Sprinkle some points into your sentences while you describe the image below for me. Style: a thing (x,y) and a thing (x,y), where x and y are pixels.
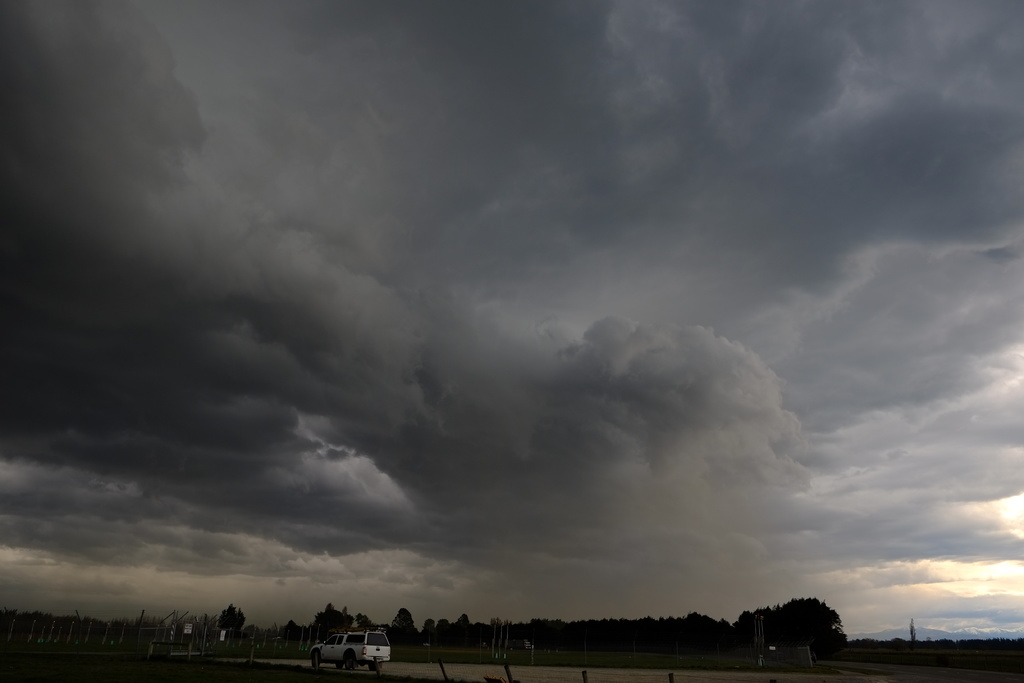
In the foreground of the image (512,676) we can see a vehicle (339,657), trees (673,639) and the road (596,681). On the top of the image (496,196) we can see the sky (393,278).
